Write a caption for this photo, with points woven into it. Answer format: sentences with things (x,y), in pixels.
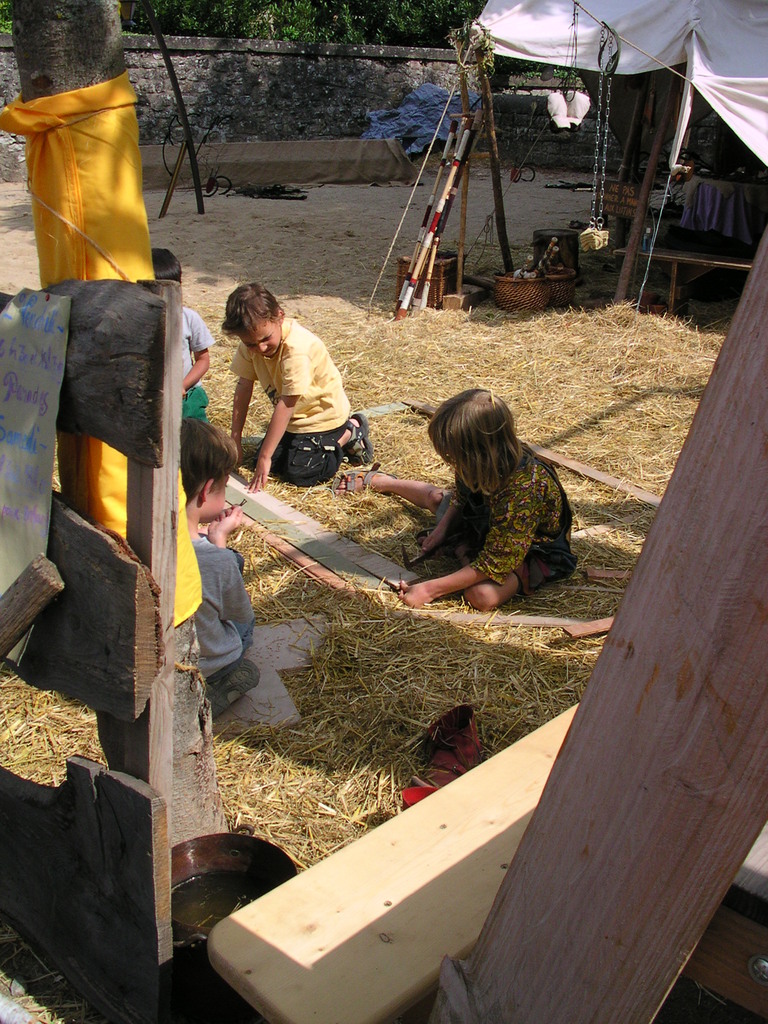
In this image I can see few people (317,477) sitting on the dry grass (323,501). I can see trees (197,815), wooden sticks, wall (223,104) and few objects (545,261) on the ground (587,314).
